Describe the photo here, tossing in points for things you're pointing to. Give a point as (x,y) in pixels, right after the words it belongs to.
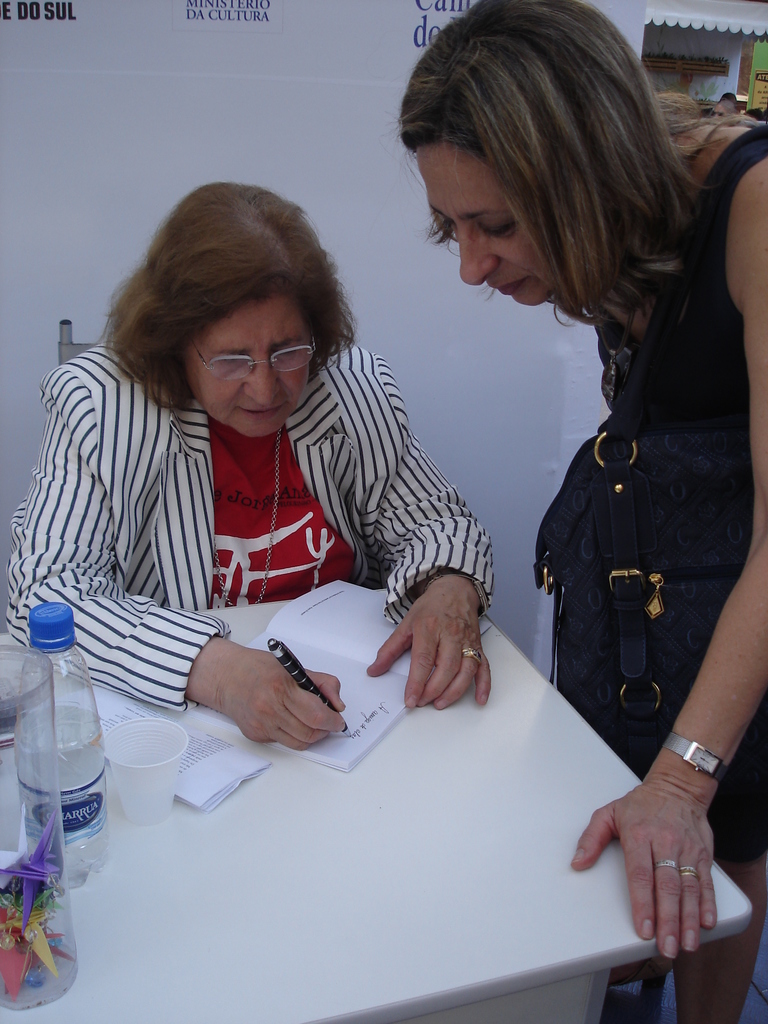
In this image we can see this woman (248,483) is sitting on the chair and writing on the book (353,660) while holding a pen (281,649) in her hand (286,688). This woman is standing with a bag (671,572). There are bottle (76,760), glass (124,771), papers (193,787) and book (307,656) on the table (324,767).
